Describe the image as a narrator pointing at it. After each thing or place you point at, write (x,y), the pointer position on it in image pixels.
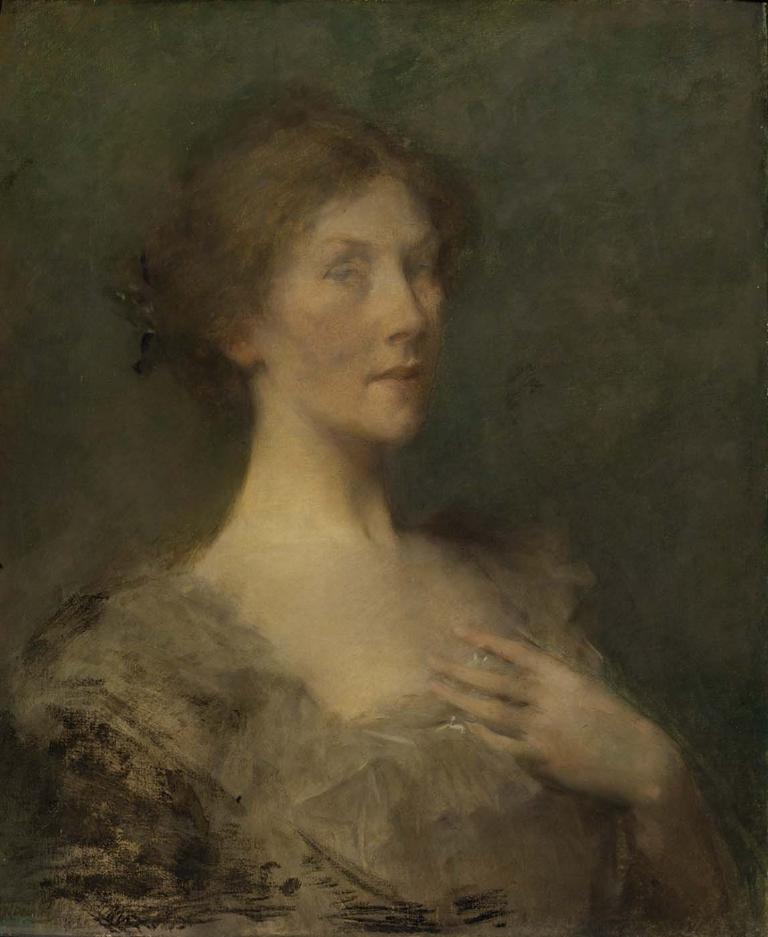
In this image I see a painting (346,326) of a woman (324,178) and it is black on the sides.
